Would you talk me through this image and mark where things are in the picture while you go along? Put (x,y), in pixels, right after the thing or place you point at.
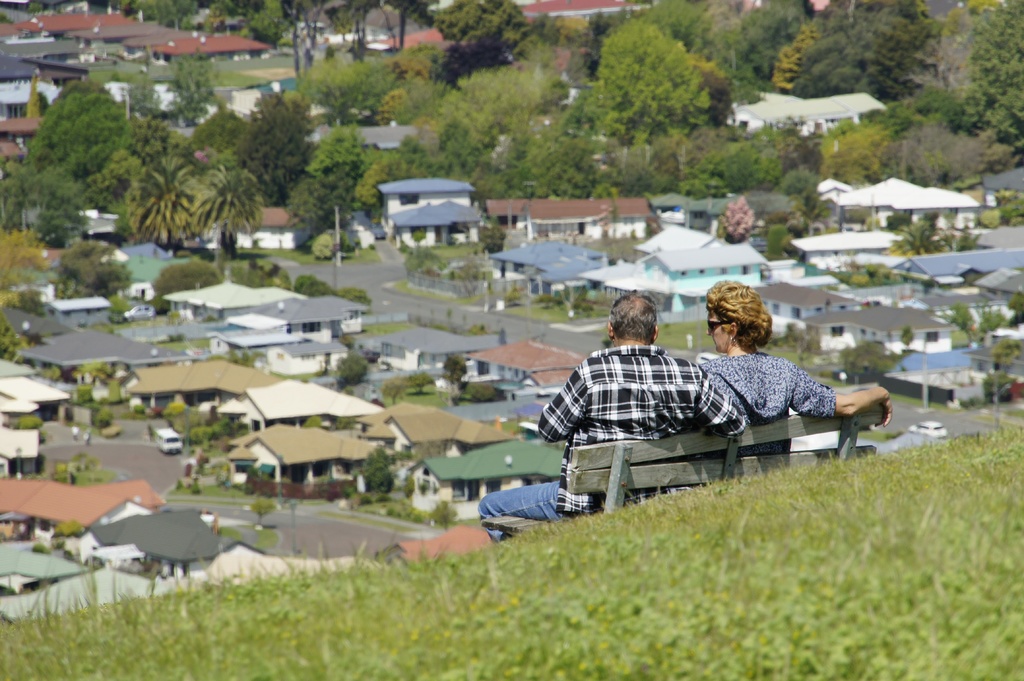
In the foreground of the picture (498,582) there are grass (637,618), bench (687,462) and two people (666,398) sitting on the bench (641,449). At the top (89,131) it is the aerial view of a city (400,296). At the top (223,211) there are houses (418,217), trees (557,143), roads (127,461), vehicles (172,428), poles (335,261). It is sunny.
